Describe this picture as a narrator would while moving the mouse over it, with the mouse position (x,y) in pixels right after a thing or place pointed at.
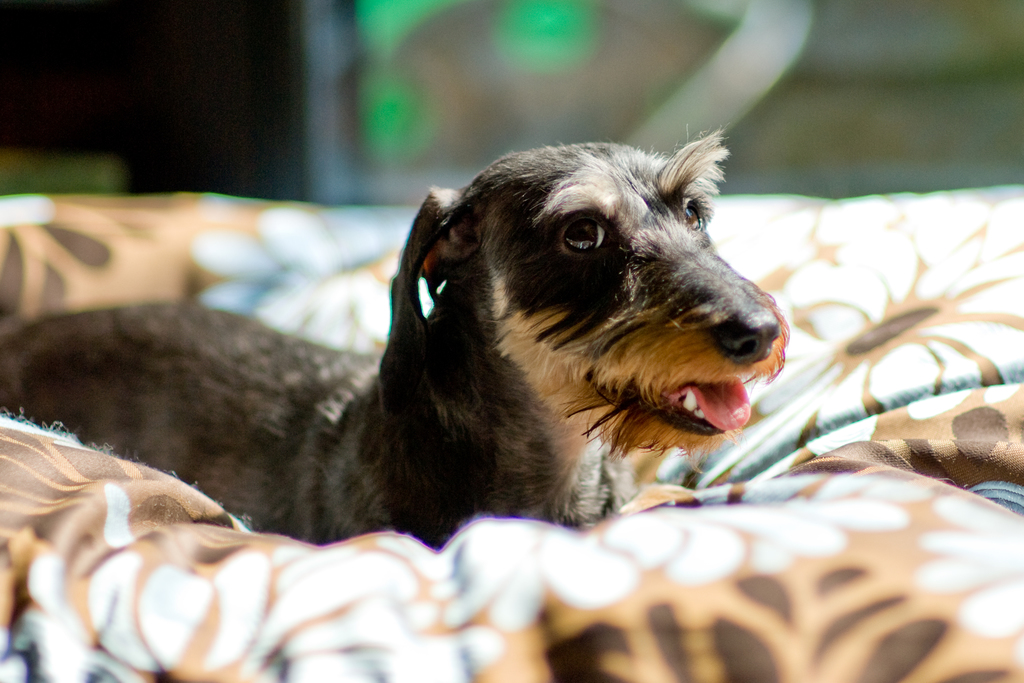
In the center of the image (601,256) there is a dog (693,220). At the bottom of the image (375,554) there is cloth (375,554).
